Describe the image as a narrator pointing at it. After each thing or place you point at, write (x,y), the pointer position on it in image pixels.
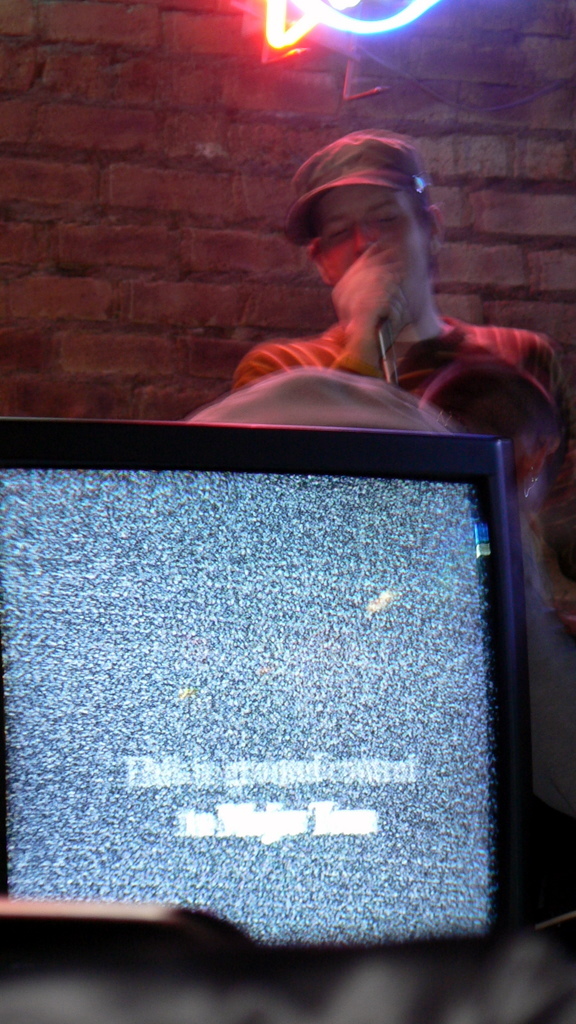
In this image we can see a screen (264,618). In the back (320,351) there is a person (363,340) wearing cap (302,220) is holding a mic (394,362). In the background (198,187) there is a brick wall (198,187). Also there are lights (353,4). And there is another person (510,392).
